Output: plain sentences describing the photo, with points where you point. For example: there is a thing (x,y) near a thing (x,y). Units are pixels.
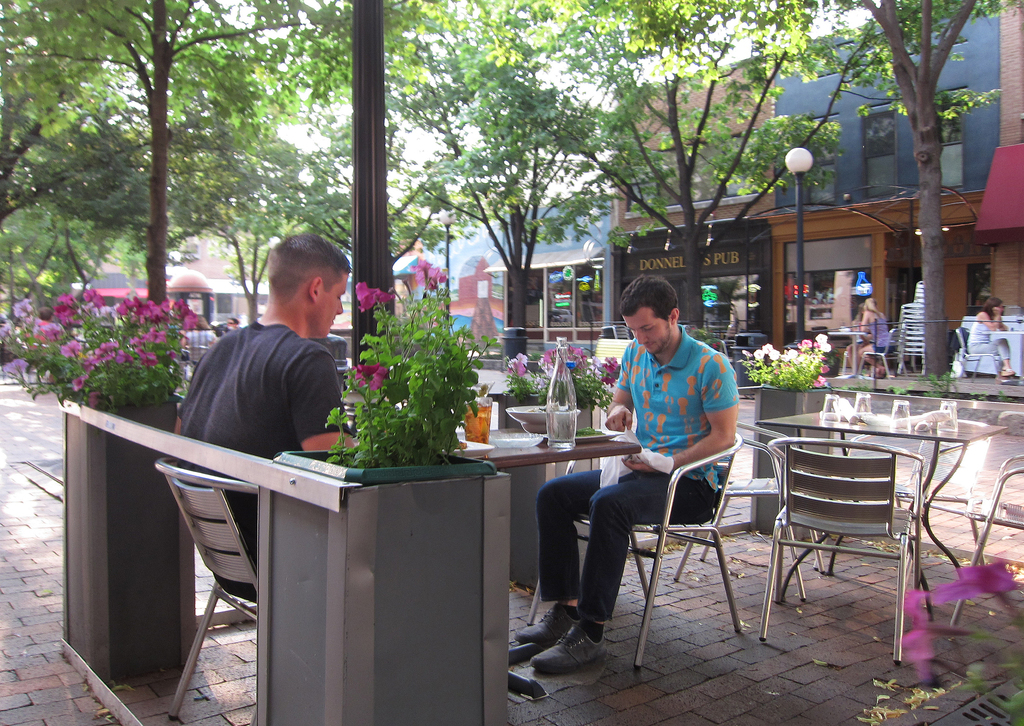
In this image they are two person (252,444) who are sitting on a chair (654,533) beside a table (576,448). On the table (549,436) there is a bottle (561,398) and a glass (476,424). On the left (283,381) a person (234,386) is wearing a black t-shirt (259,390) besides him there is a plant (116,338) on which we can see a pink flowers (141,317). On the background (580,273) there is a building (855,235). On the top (330,23) we can see a trees (129,120) and a pole (368,142). Slightly we can see a sky (417,146) over here. On the right (998,370) there is a woman (991,347) who is wearing white dress (979,344) sitting in-front of a round table (1018,347).
